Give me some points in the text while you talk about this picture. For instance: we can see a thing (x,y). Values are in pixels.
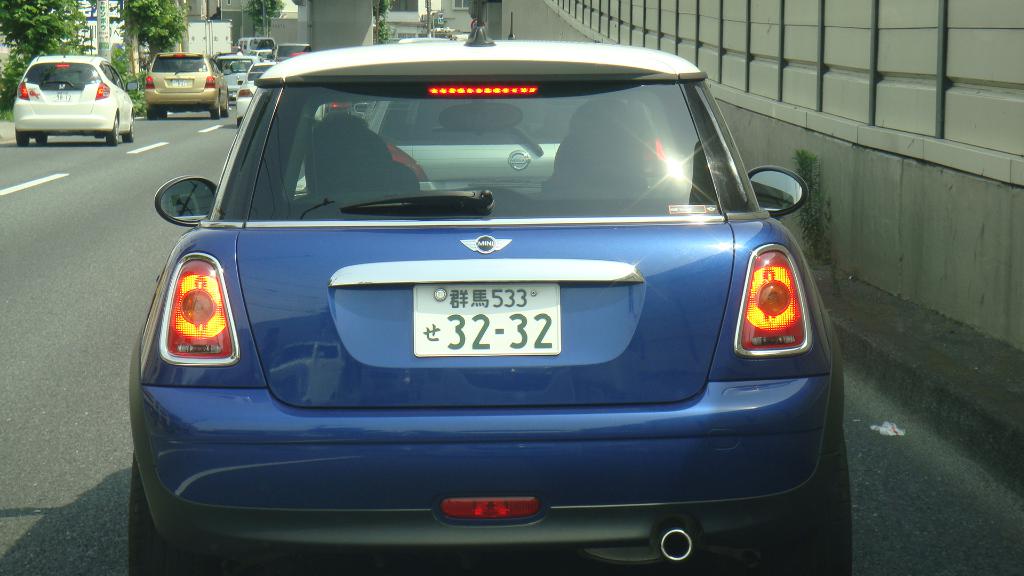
In the image in the center (380,235) we can see few vehicles (301,181) on the road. In the background (38,24) we can see trees (19,36), buildings (291,34), poles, banners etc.
